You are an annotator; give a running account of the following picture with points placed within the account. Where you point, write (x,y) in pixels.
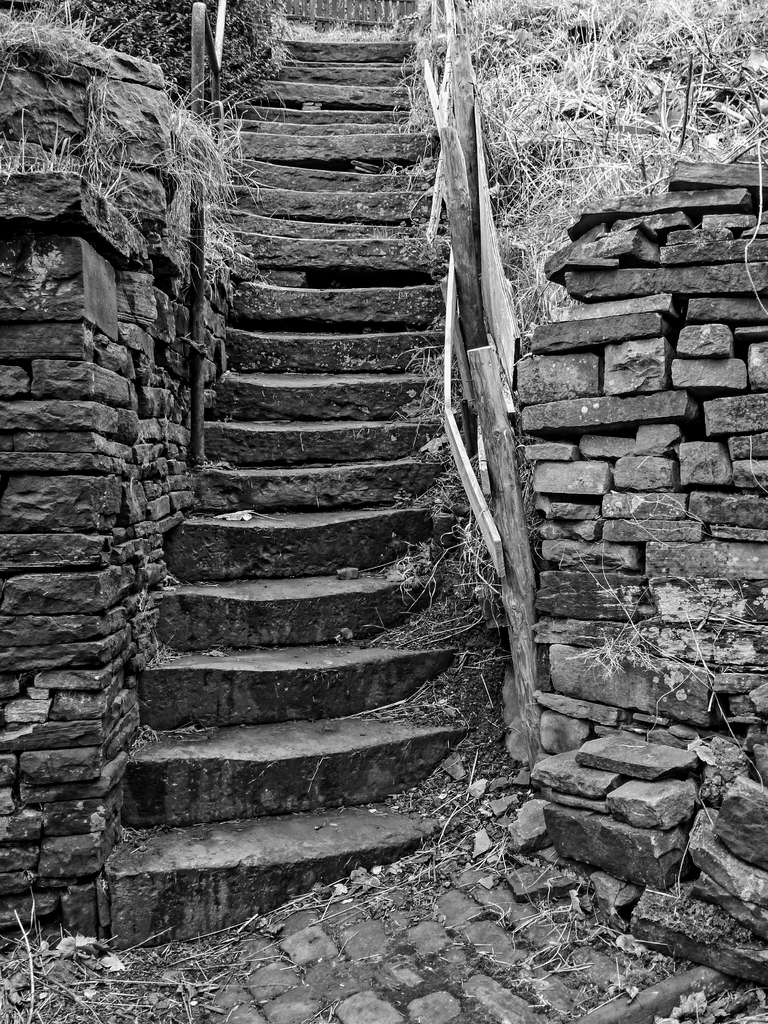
It is a black and white image, there are stairs (229,604) beside a wall (581,403) made up of stones (49,296) and above the wall (574,347) there is a lot of dry grass (535,182).
